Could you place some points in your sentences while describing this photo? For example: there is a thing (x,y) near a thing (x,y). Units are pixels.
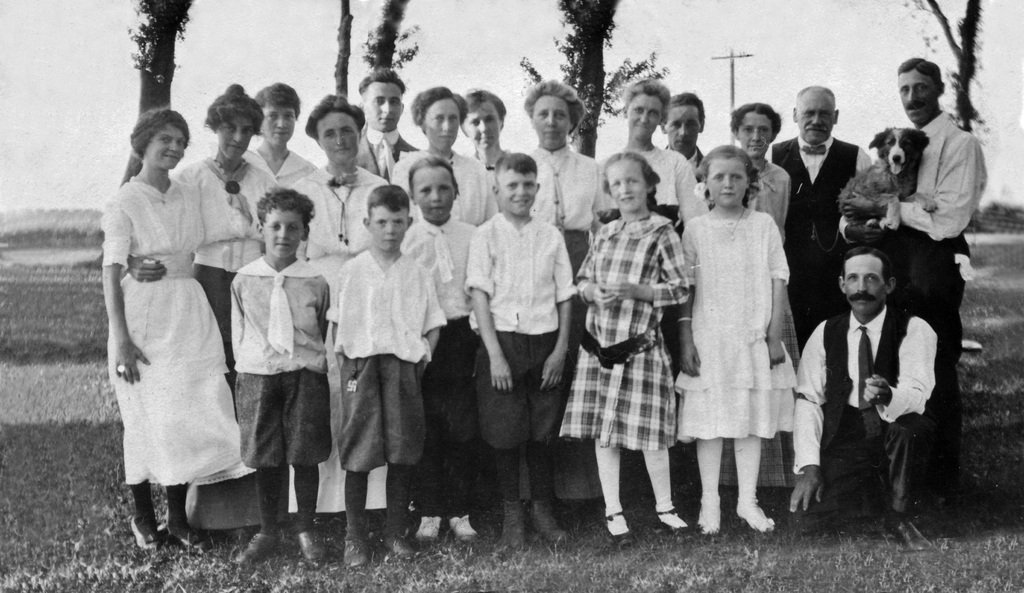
This is a black and white image, in this image there are a group of people (515,184) standing and also there are some children (491,376). At the bottom (92,478) there is grass (968,329), and in the background (964,90) there are trees (662,76) and pole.
